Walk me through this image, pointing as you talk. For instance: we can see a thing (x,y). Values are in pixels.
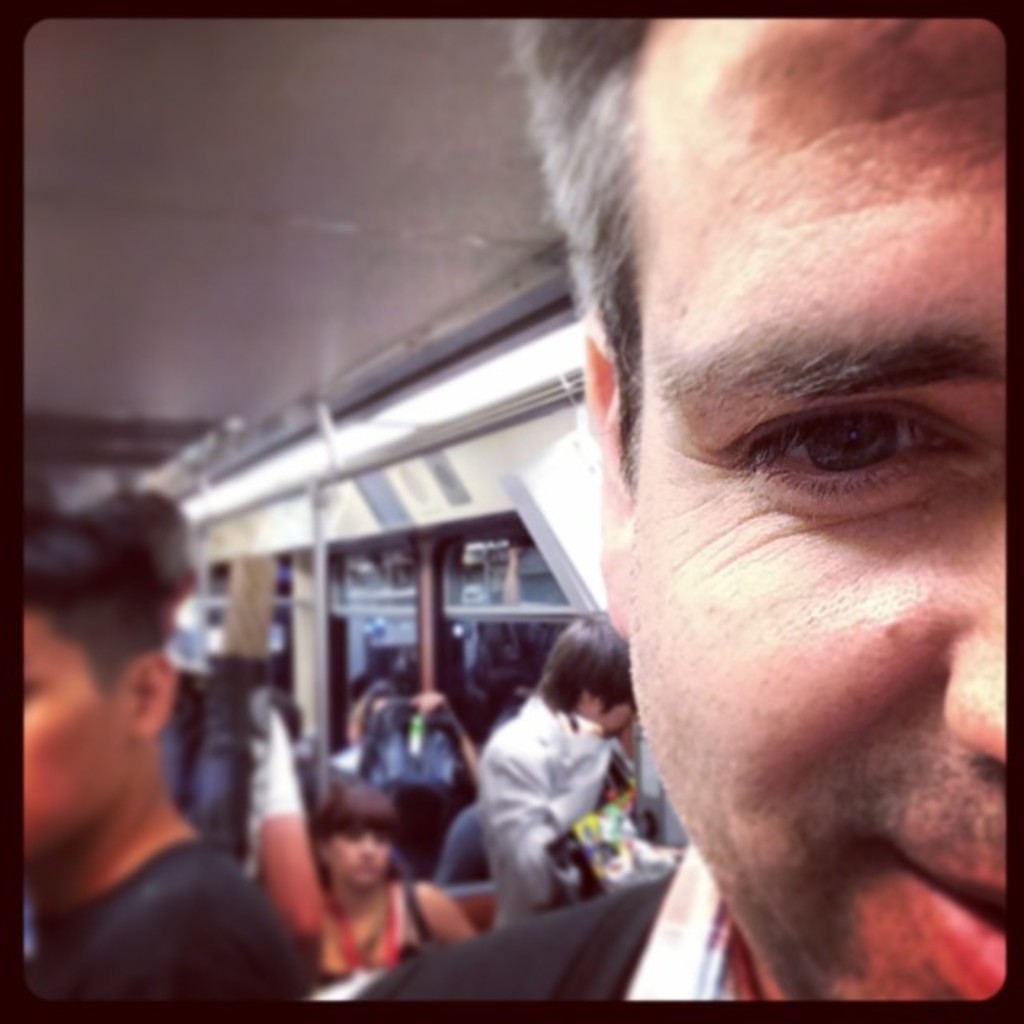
In the picture I can see one person (683,761) is taking selfie, behind there are few people (348,838), the place looks like a vehicle (280,611).
